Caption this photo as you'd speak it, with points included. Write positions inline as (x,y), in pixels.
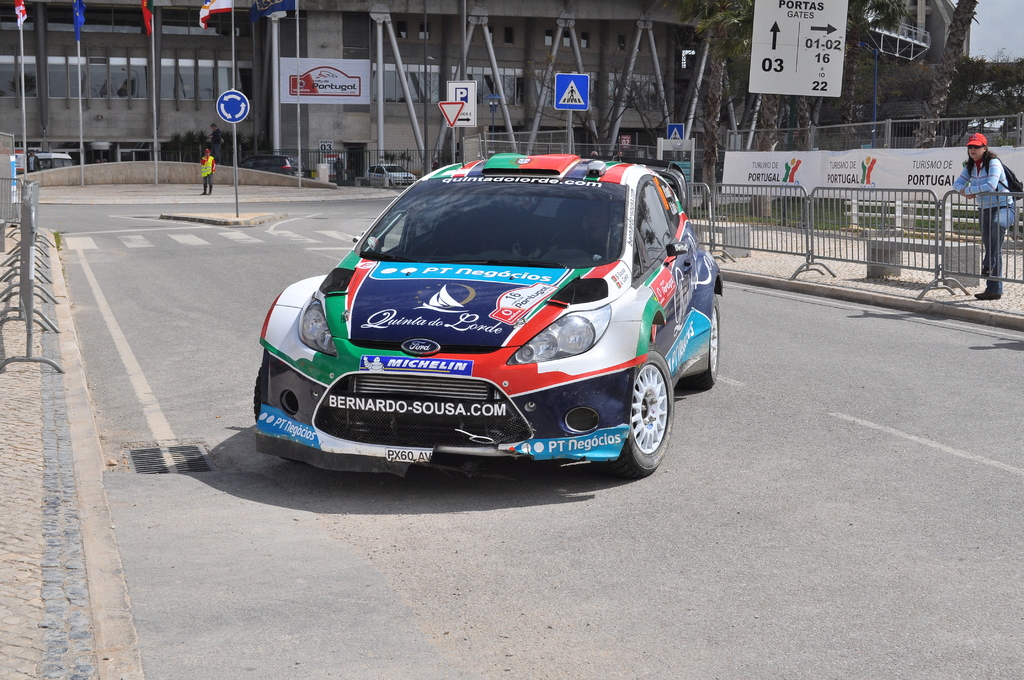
In this image I can see few vehicles (419,310). In front (496,330) the vehicle (410,302) is in multi color and I can also see few persons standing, few flags (267,14) attached to the poles (22,60). In the background (545,93) I can see the building (483,22) gray color, few trees (903,120) in green color and the sky (987,31) is in white color.
